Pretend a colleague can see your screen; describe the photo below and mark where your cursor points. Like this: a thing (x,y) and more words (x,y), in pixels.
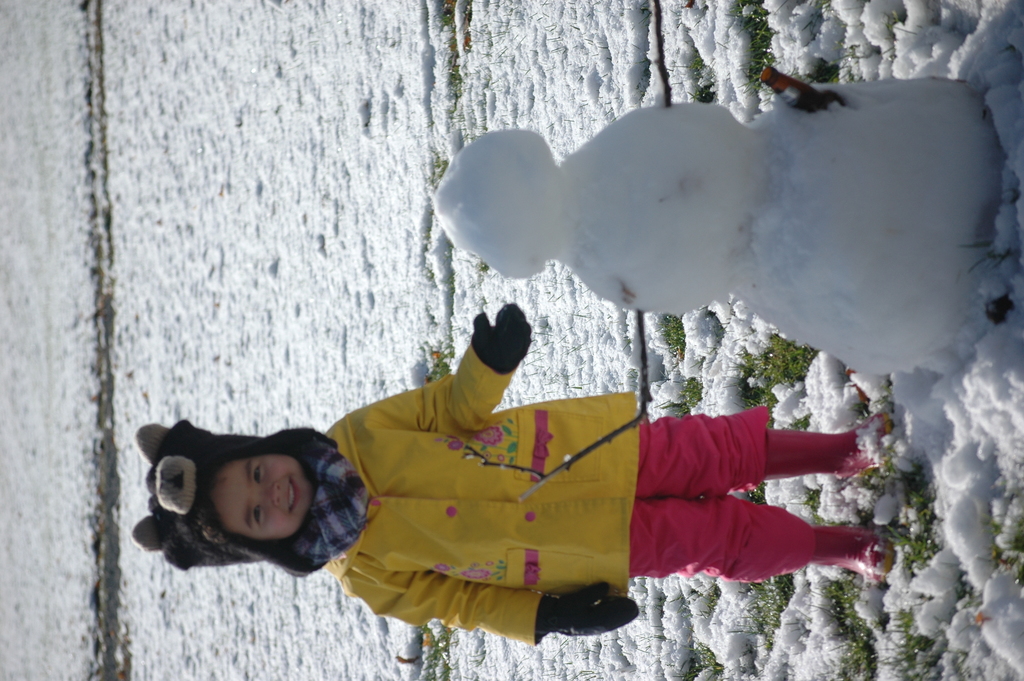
In this picture I can see there is a kid (497,527) standing, she is wearing headgear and a scarf (339,488). There is a snowman (581,203) at right side (824,260) and there are grass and snow (844,48) on the floor (303,106).
